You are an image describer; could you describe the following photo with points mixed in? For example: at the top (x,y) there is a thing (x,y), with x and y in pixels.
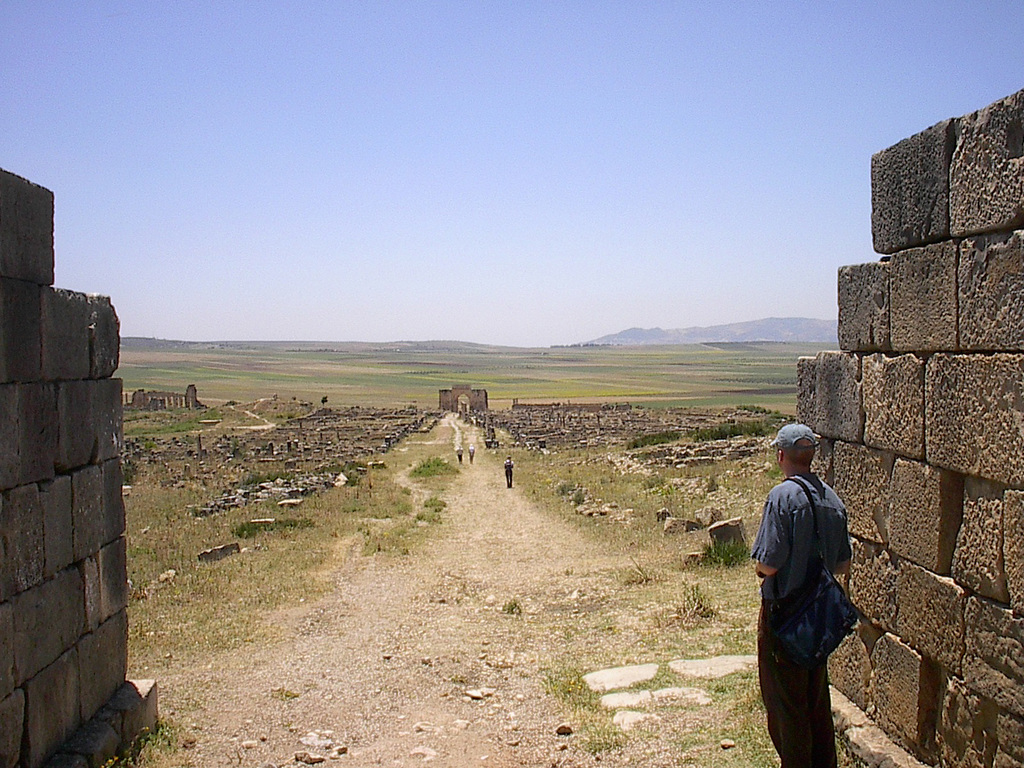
This is an outside view. On the right (922,476) and left side of the image (31,447) I can see the walls (908,522). On the right side (789,542) there is a man (789,558) wearing a bag (798,644), standing on the ground (712,727) facing towards the back side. In the background (471,461) few people (512,479) are walking. On the ground (464,509), I can see the grass (179,576). At the top of the image (470,137) I can see the sky (366,127). In the background (735,331) there is a hill (711,331).
